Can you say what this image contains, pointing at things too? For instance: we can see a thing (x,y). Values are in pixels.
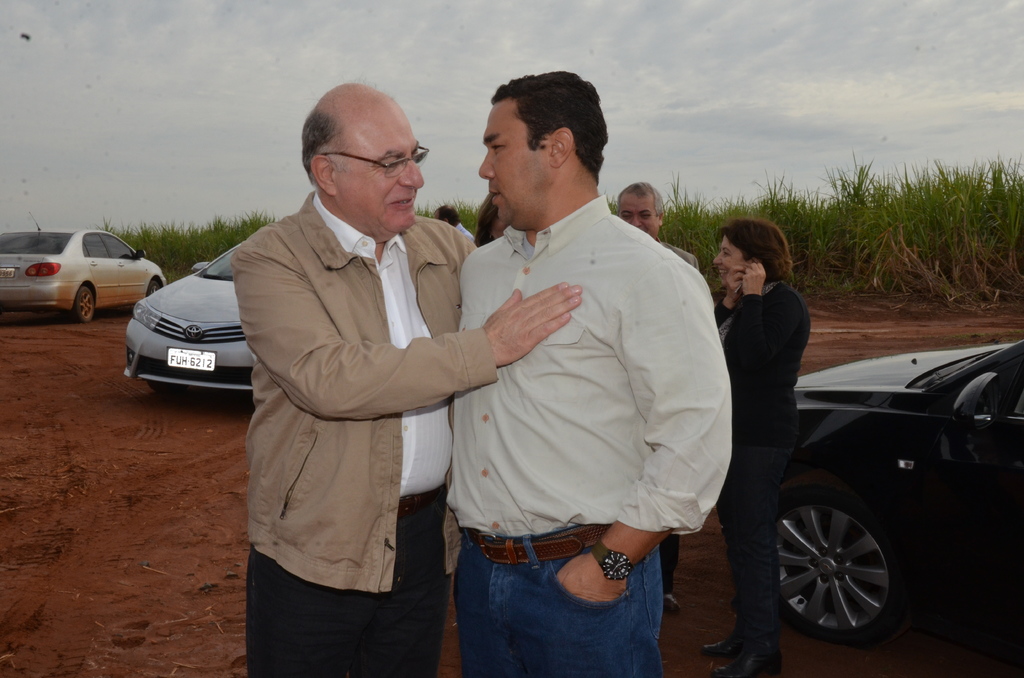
In the foreground of this image (508,505), there are two men (433,454) standing. Behind them, there are people (790,295), cars (891,444) on the ground (129,423), greenery (930,222), sky (822,45) and the cloud (684,28) at the top (660,35).
